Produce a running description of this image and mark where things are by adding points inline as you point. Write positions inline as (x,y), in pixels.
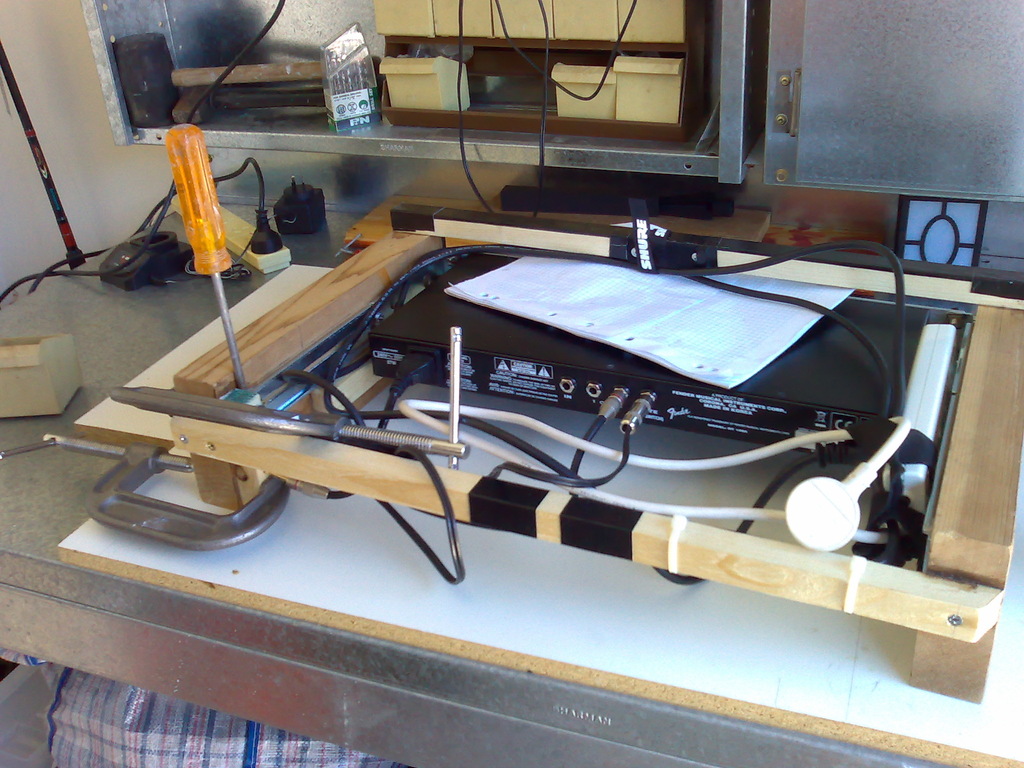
In this image in front (215,682) there is a table (248,640). On top of it there are few objects (521,288). Behind the table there are steel boxes (804,81) with some objects (343,107) in it. In the background of the image (94,162) there is a wall (80,141).
